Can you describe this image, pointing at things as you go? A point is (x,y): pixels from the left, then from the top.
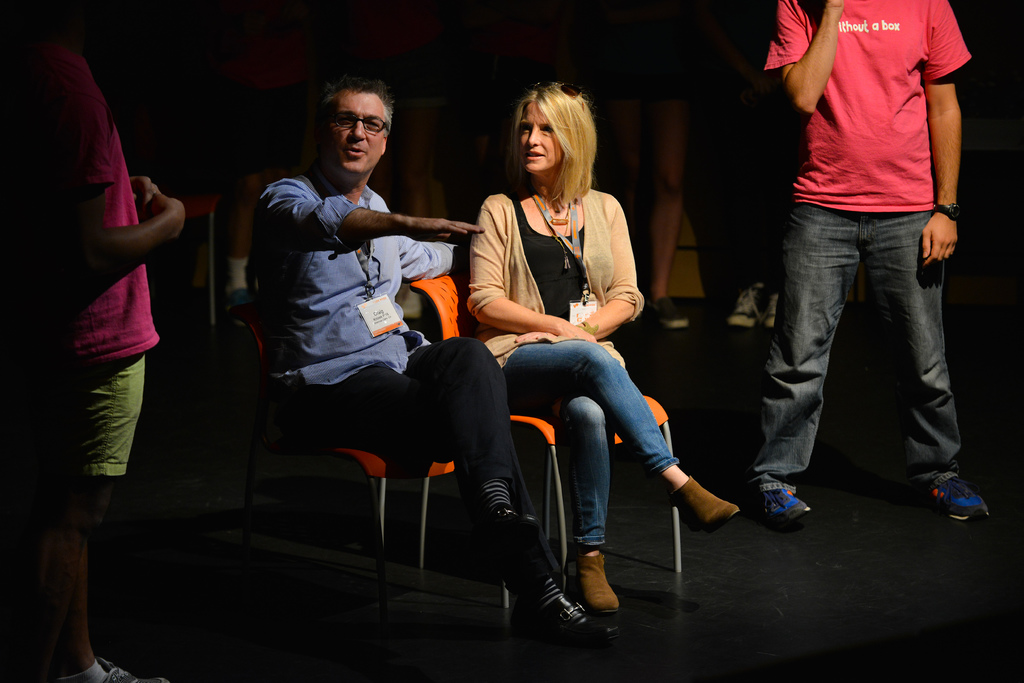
In the image we can see two people (552,310) sitting and two (801,288) are standing. They are wearing clothes (455,432) and shoes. Here we can see chairs (616,443) and surfaces (837,625), black in colors.
